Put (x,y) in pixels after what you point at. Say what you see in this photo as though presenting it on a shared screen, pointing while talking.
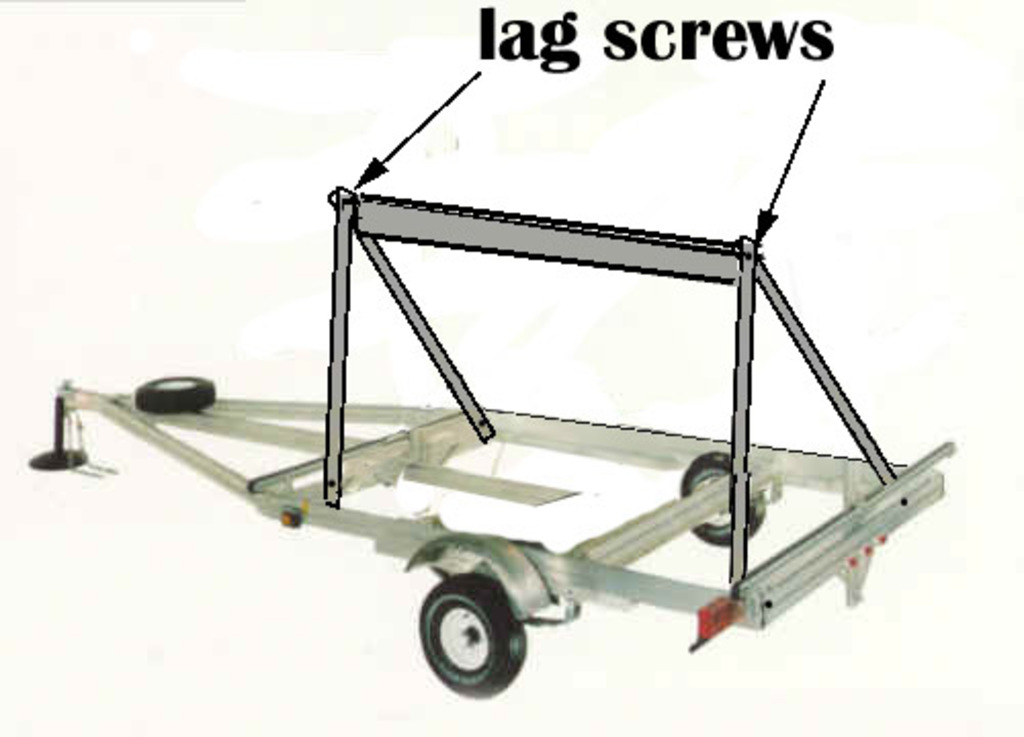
There is an object (431,608) which has wheels (703,512). There is an animated stand (713,246) which is labelled. There is a white background (1001,197).
